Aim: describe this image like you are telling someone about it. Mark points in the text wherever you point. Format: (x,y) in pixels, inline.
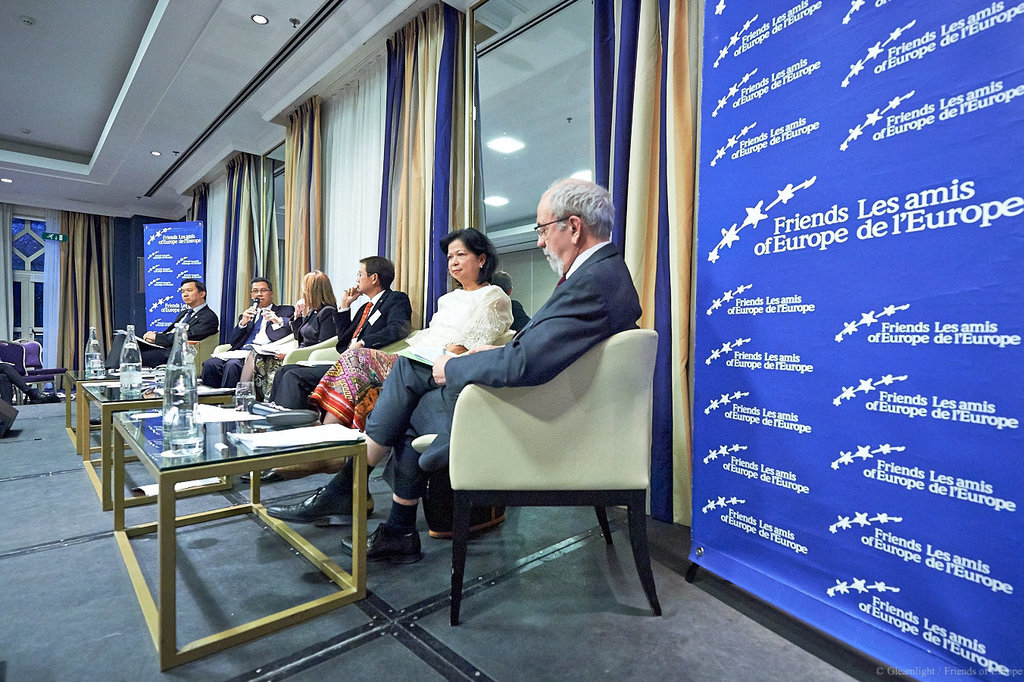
In this image there are group of people (592,254) sitting on chairs (617,401) before the tables (261,518). On each table (104,375) there is one bottle (128,376) and some papers (207,404). To the right corner (837,402) there is a board (713,506) with some text (885,70) on it. There are some curtains (388,107) behind them. This person (382,404) is wearing a jacket (631,321) and staring at the papers (428,349).
